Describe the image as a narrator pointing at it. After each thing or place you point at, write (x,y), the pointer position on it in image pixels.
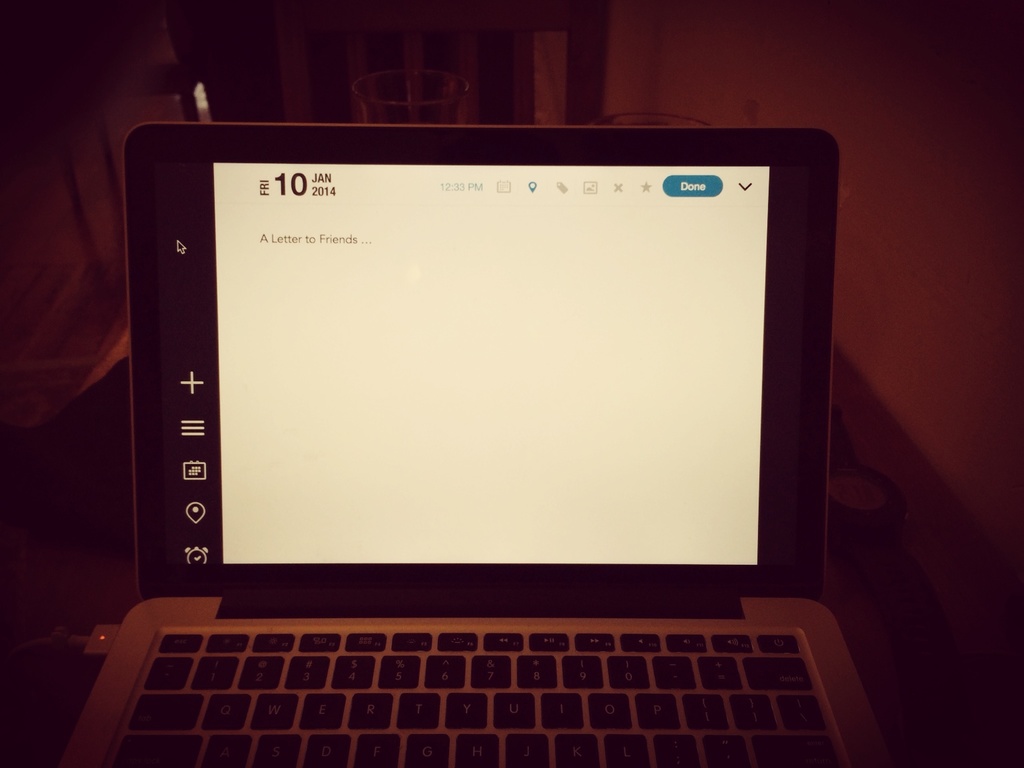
In this image I can see a laptop (306,485). On the right side (921,282) there is a wall (904,358). In the background (97,194), I can see few objects (417,60) in the dark.
